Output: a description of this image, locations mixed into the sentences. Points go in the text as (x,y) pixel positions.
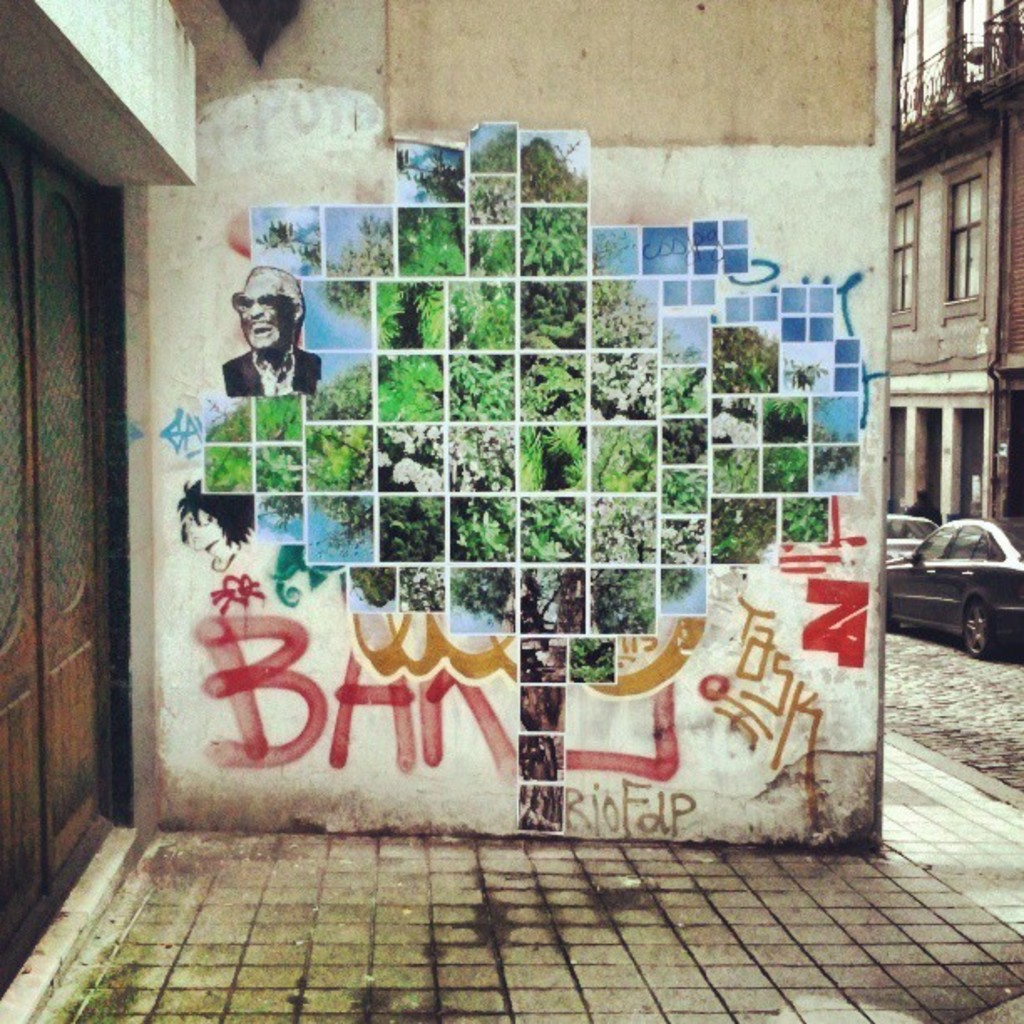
In this picture we can see a wall (499,730), there are some photos (558,319) pasted on the wall (418,279), on the right side (967,161) there is a building (925,176) and two cars (992,572), on the left side (118,518) there is a door (25,493), we can see some text (370,703) on this wall (584,708).
